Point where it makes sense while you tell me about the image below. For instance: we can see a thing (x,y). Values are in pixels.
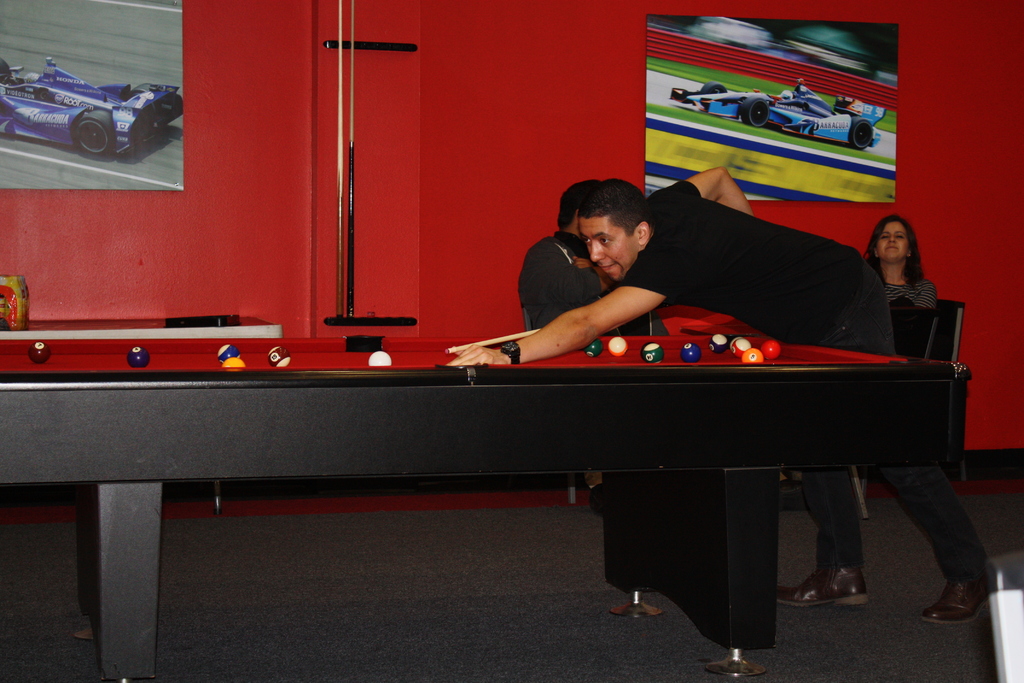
In the picture we can see a man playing a pool ball (138,363) on the table (550,403) holding a stick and behind him we can see a man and a woman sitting on the chairs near the wall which is red in color and to the wall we can see two sports car images (43,86).
